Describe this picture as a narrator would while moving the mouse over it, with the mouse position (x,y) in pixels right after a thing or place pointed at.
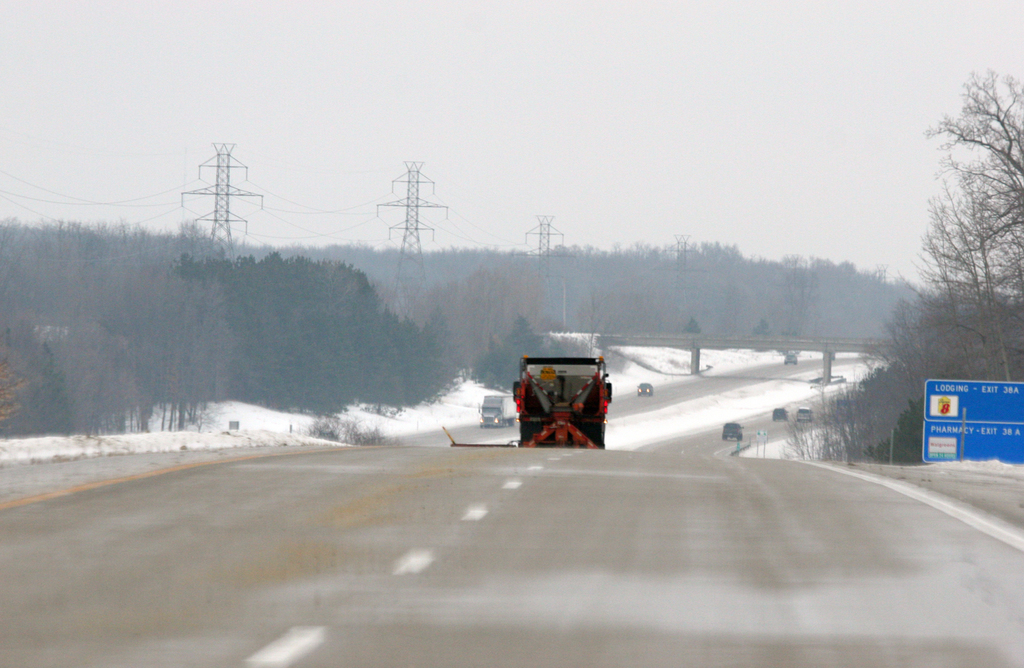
In this image I can see the road (379,547), some snow (725,394), few vehicles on the road (699,393), few sign boards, few trees (577,328) and few metal towers (190,194). In the background (246,216) I can see the sky (285,90) and I can see the black and orange colored object (519,386) on the road (401,510).
